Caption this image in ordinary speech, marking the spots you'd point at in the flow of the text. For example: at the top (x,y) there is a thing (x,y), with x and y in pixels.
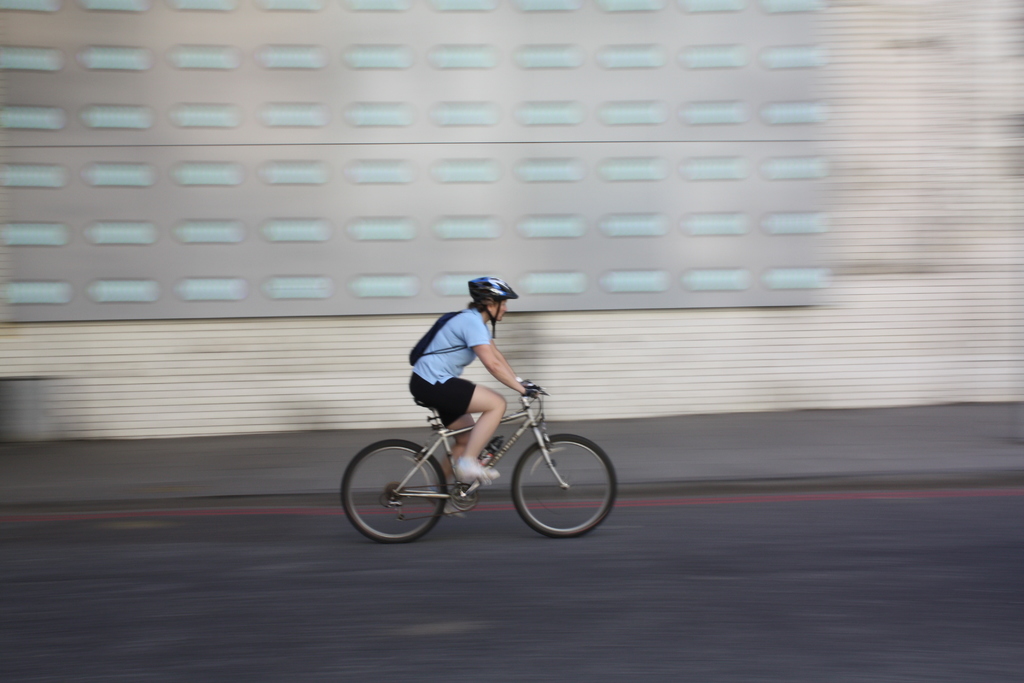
In this picture we can see a person (452,329) wore a helmet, carrying a bag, riding a bicycle (590,467) on the road (392,609) and in the background (313,437) we can see the wall (834,346), footpath (356,446).
